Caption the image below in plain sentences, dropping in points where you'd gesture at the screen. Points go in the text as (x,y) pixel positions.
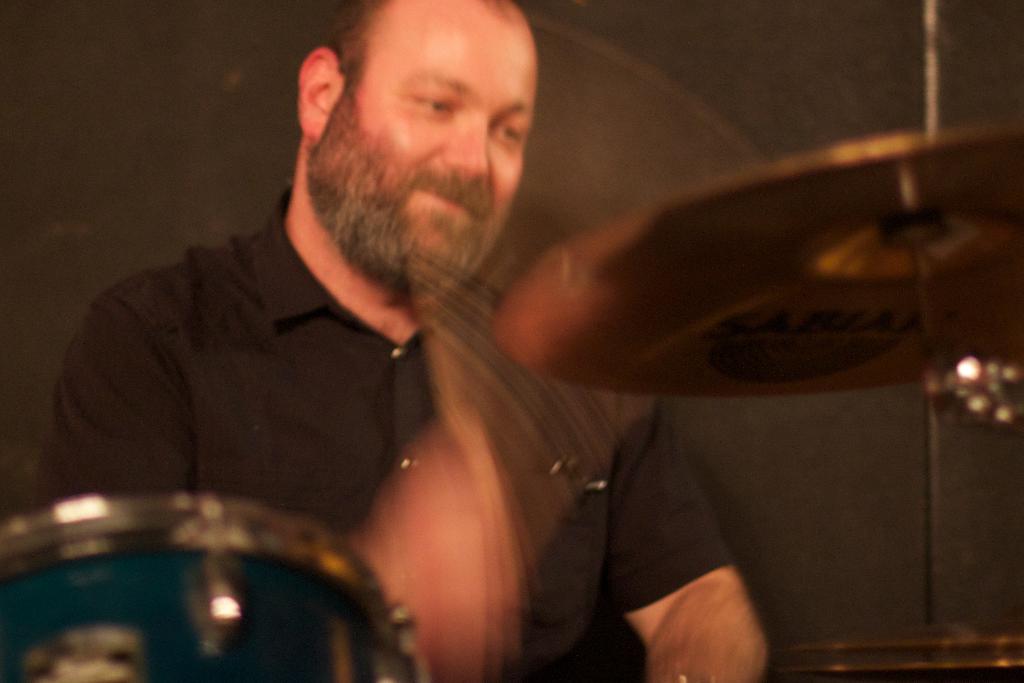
In the image there is a man (392,413) playing drum (367,650), he wore black shirt (228,373).
